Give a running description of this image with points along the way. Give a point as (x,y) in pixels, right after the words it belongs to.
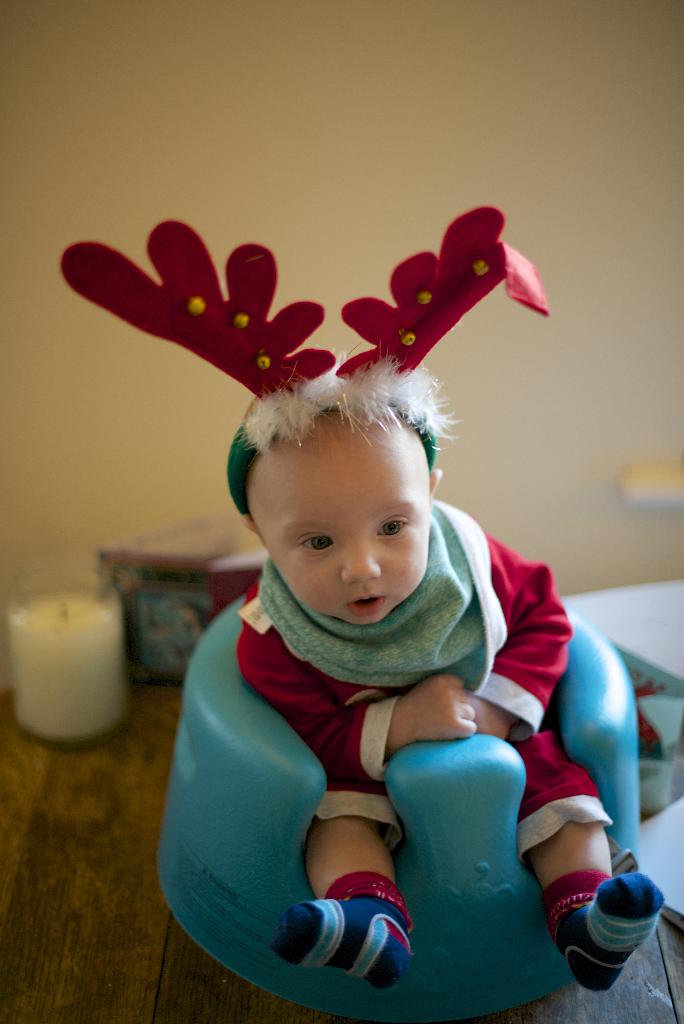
In the foreground of this picture (363,515) we can see a kid (430,634) wearing red color dress (505,608) and a headband (321,396) and sitting on a blue color chair (471,861). In the background (103,710) we can see a glass jar (124,661) and some other objects (645,647) and we can see the wall (481,142) and a wooden object (90,898).
